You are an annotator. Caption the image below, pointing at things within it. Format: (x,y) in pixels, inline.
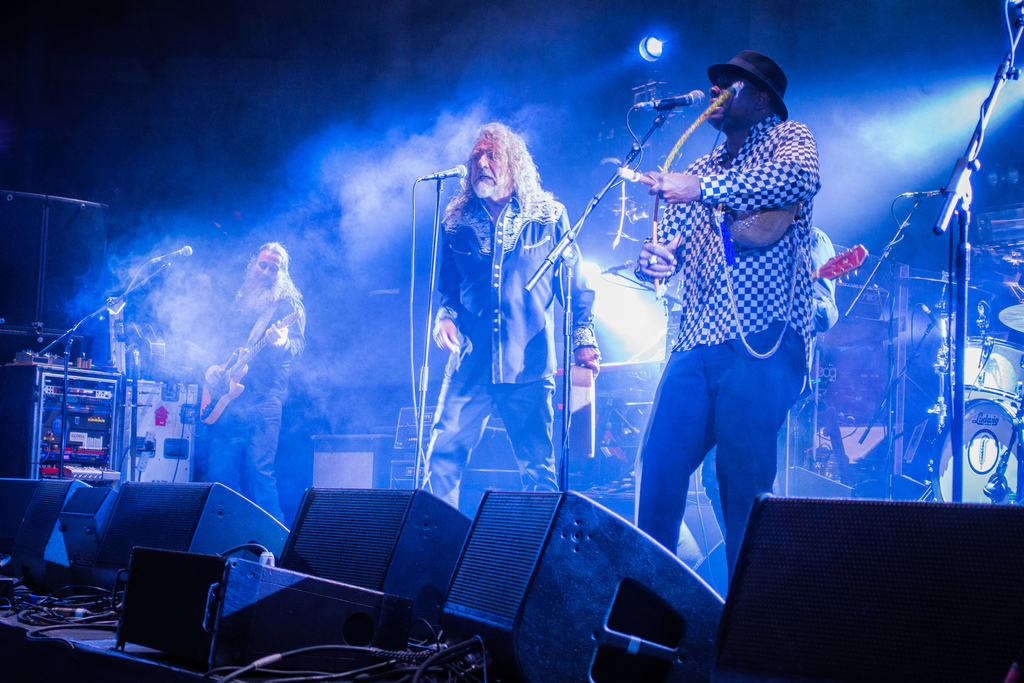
In the picture I can see people (531,408) are standing on the stage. These people (451,392) are holding musical instruments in hands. I can also see microphones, stage lights (634,294), the smoke (869,174), sound speakers (858,541) and some other objects (284,670). The background of the image (166,97) is dark.
